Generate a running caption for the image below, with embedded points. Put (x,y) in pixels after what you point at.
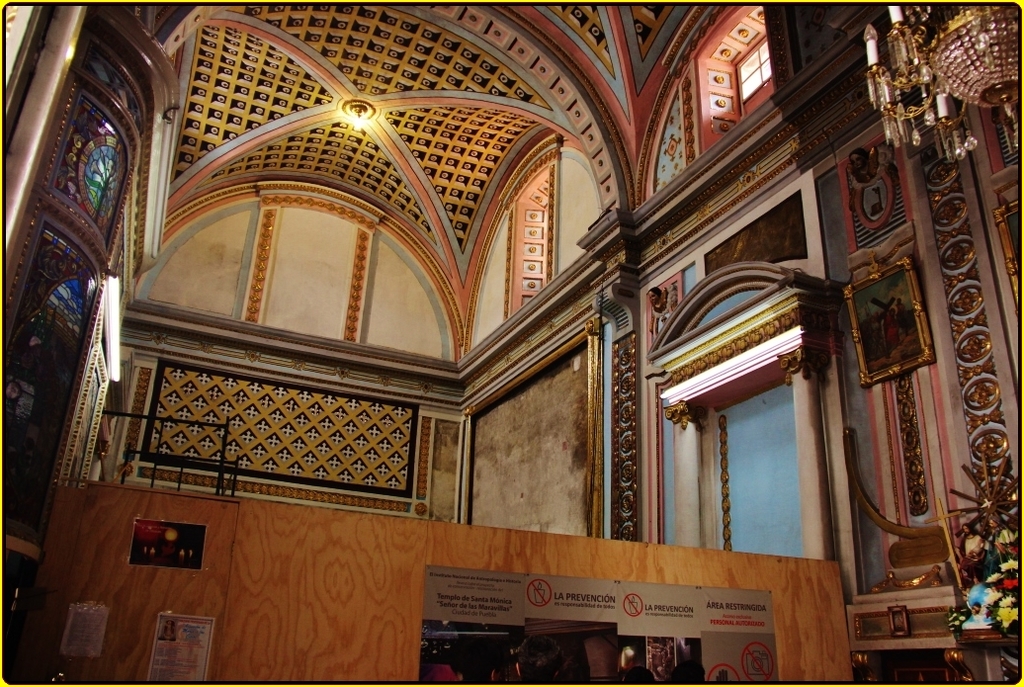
In this image we can see inside of a building (533,265). There are few lights (996,75) in the image. There are photos (891,293) on the wall (840,260). There are few banners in the image. There are few posters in the image.
